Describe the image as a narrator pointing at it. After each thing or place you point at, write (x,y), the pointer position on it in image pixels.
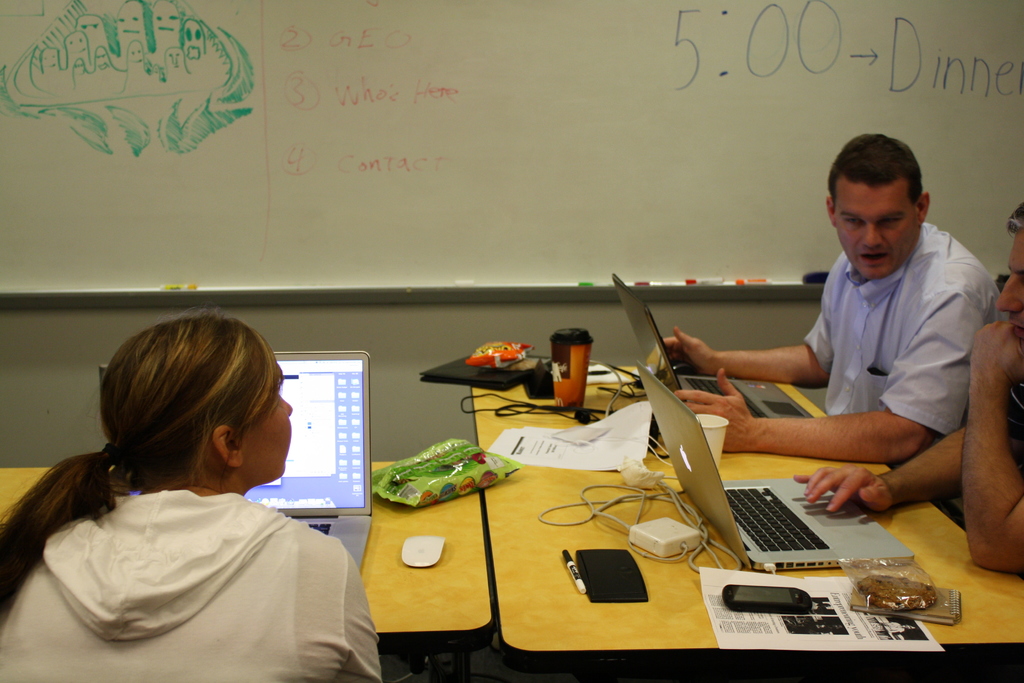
In this image there are people (136,365) sitting on the chairs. In front of them there are tables (921,510). On top of it there are laptops (318,481) and a few other objects (662,555). In the background of the image (384,126) there is a board (323,109) with some text (323,109) and pictures (212,36) on it on the wall (74,329).
